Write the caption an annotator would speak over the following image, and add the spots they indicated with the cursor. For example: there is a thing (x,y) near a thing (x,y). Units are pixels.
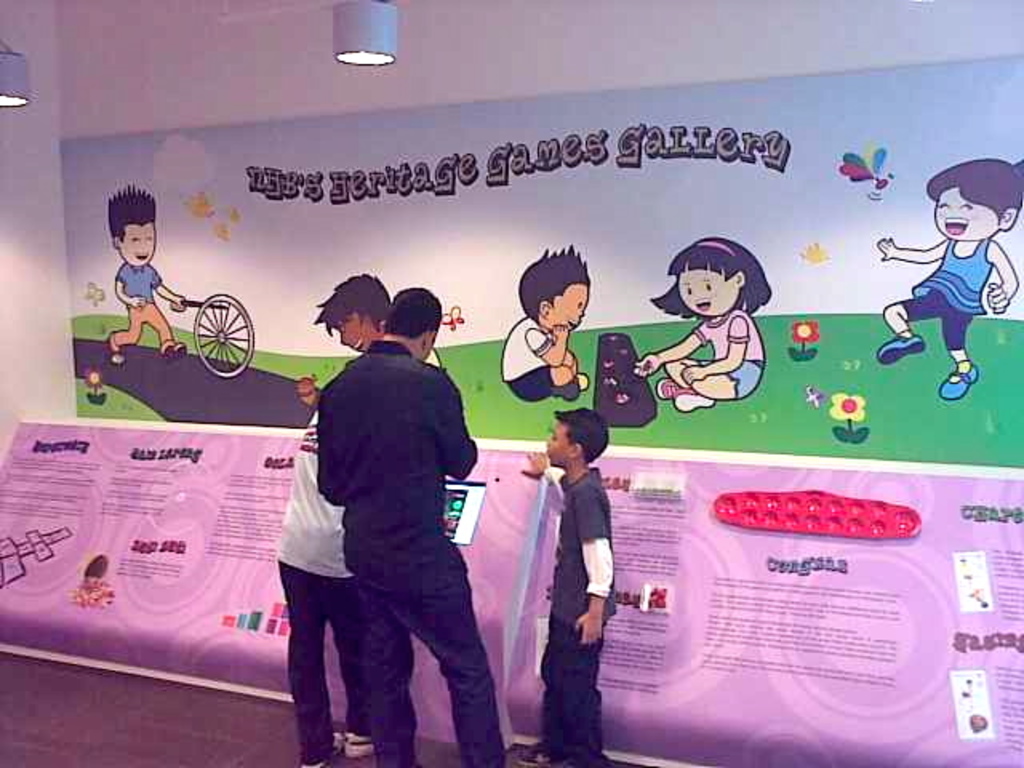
In this image, in the middle (364,430), we can see a kid (588,551) and two men (444,556). In the background (767,725), we can see some hoardings (728,711) and a painting (421,235). At the top (364,17), we can see a light (358,9).
